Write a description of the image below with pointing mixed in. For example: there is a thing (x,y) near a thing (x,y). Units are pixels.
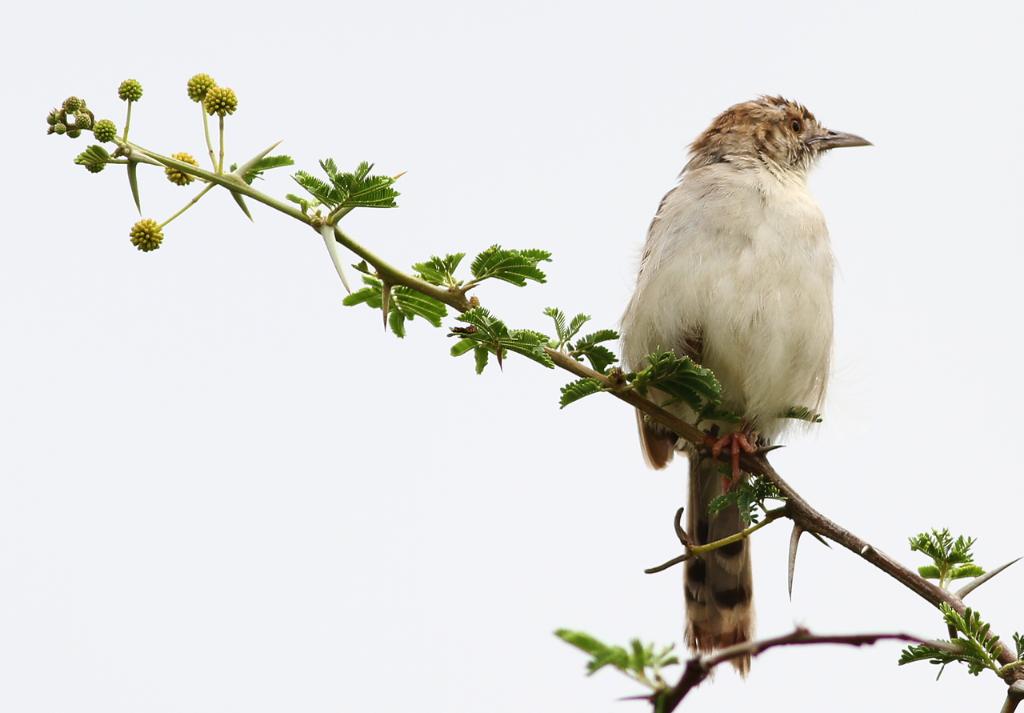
In this image we can see a bird (791,134) on the plant stem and we can also see the white background (875,39).
